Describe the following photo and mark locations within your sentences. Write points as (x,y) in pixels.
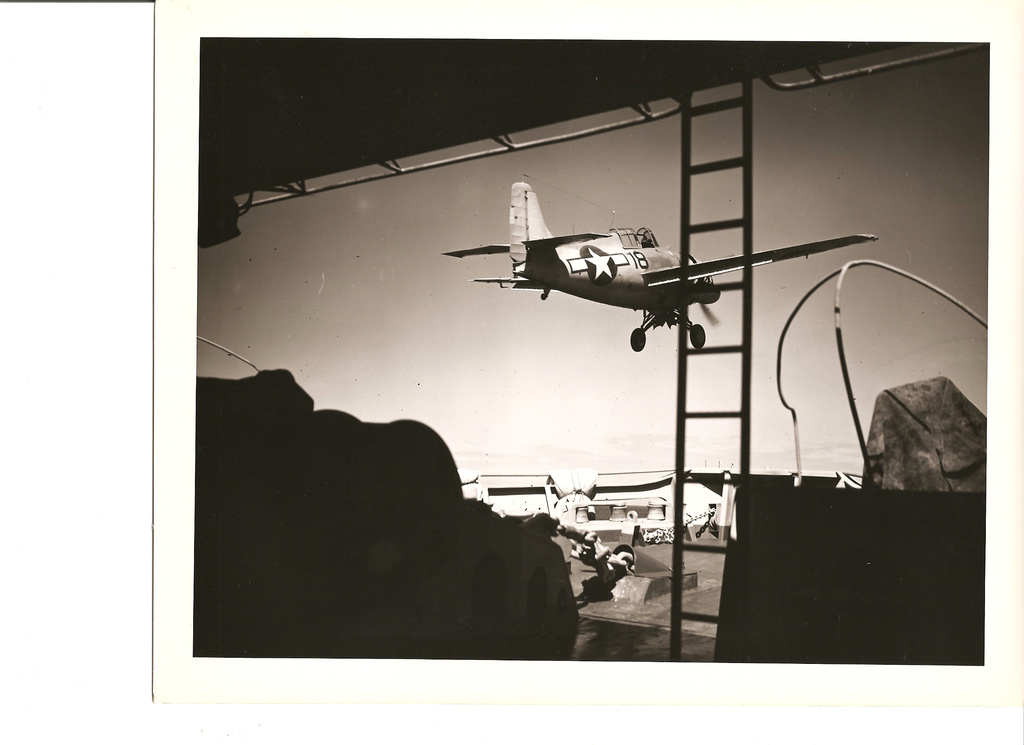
This is a black and white image. I can see an aircraft (600,290) flying. This looks like a ladder (714,545). In the background (534,516), I think this is a ship deck (598,491). These are the objects (810,588).
